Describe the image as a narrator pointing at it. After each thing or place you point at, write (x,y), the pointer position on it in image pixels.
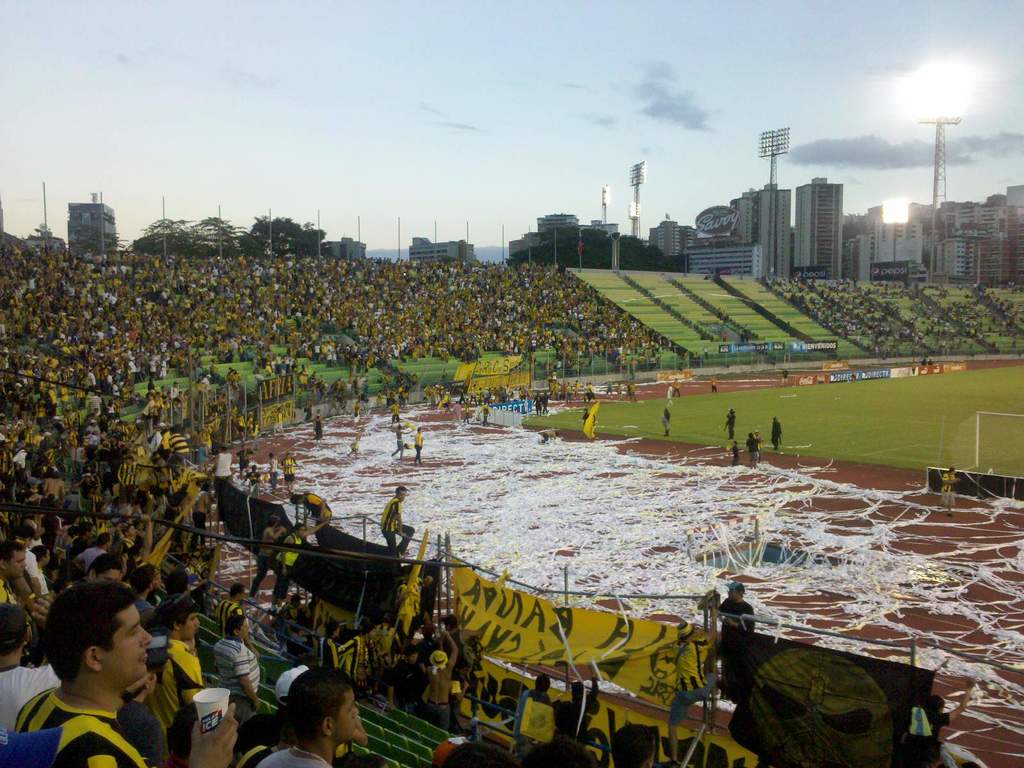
There are groups of people (404,306) standing and sitting. This looks like a football ground (620,503). I think these are the threads (561,531). I can see a banner (533,636). These are the floodlights (773,165) and buildings (690,252). I can see the trees (249,239).
